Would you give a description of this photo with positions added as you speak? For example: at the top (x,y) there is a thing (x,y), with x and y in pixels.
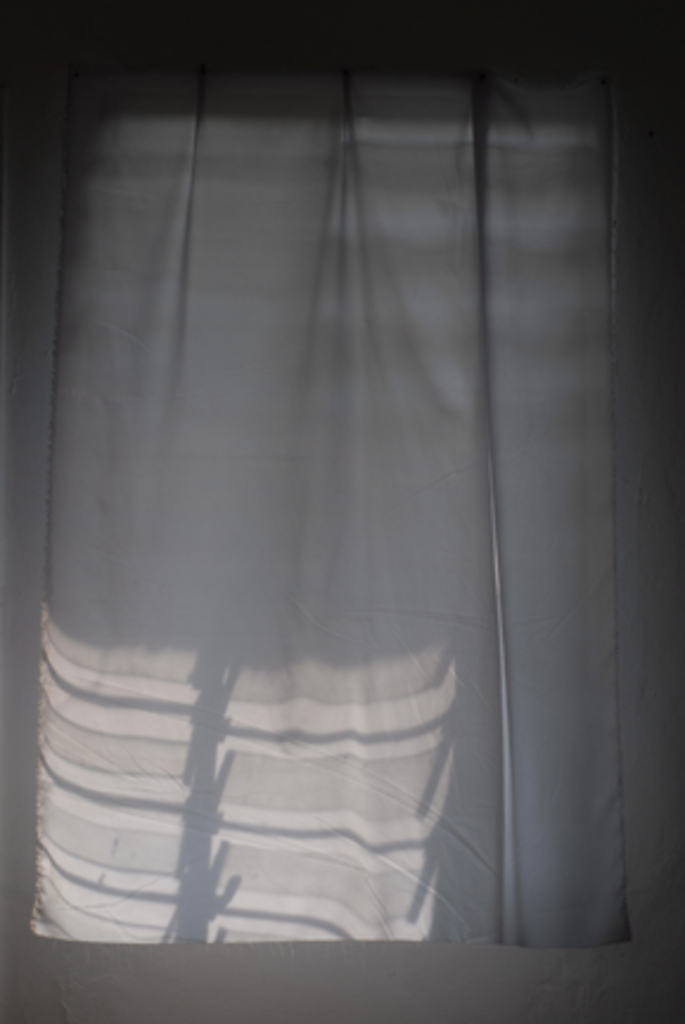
In this image I can see a white curtain (224,547).
